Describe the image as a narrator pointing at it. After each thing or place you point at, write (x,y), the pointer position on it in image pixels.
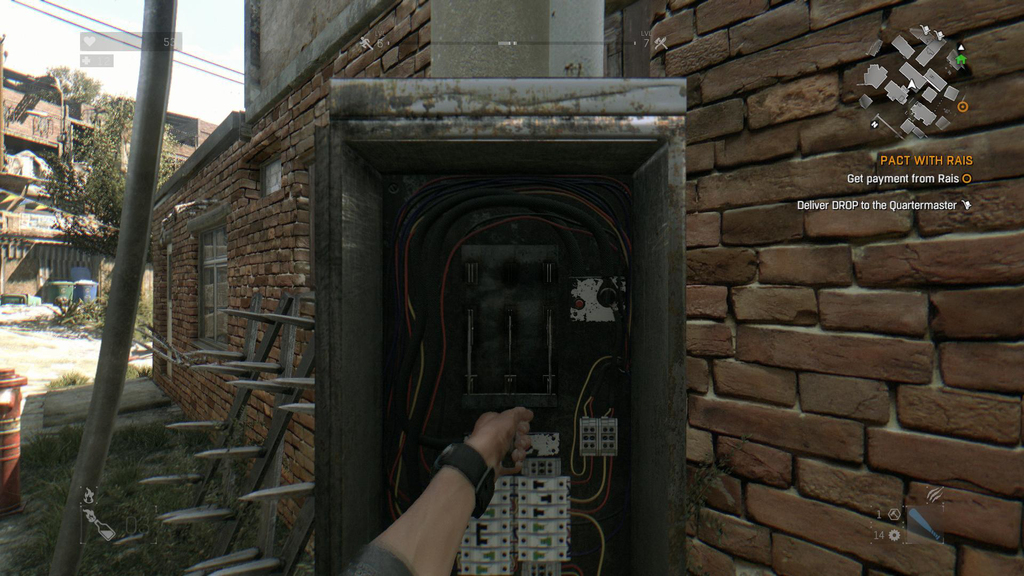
In this image I can see an electric circuit (432,412) and I can also see a person hand (453,541). Background (265,248) I can see few buildings (277,262) in brown color, trees (119,112) in green color, a pole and the sky (232,68) is in white color.
